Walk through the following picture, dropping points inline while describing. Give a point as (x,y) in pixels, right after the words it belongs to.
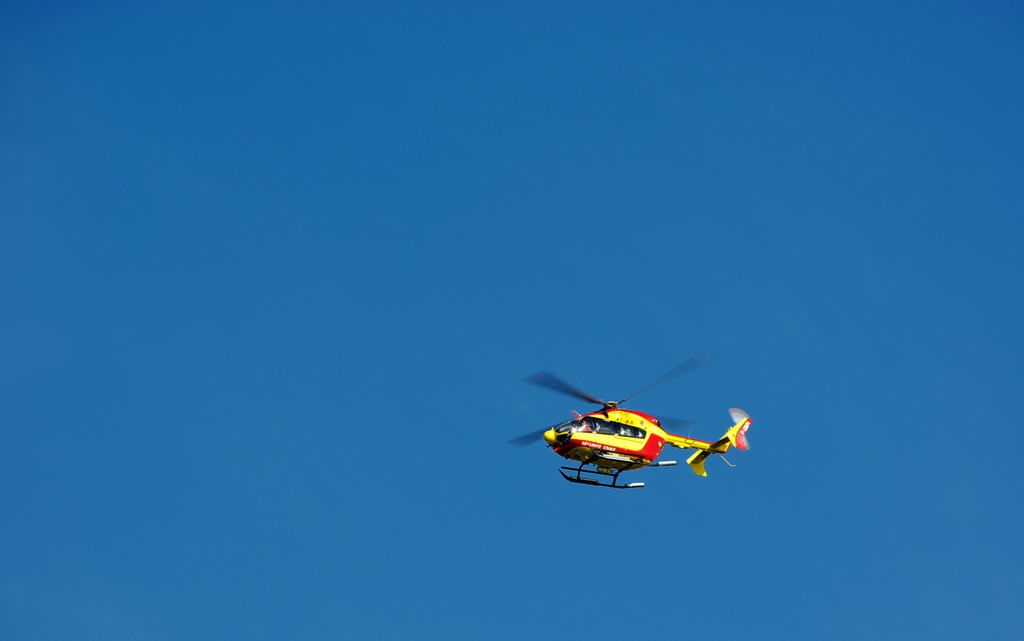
In the center of the image (639,416) we can see helicopter (604,434). In the background (502,204) there is sky (385,303).
